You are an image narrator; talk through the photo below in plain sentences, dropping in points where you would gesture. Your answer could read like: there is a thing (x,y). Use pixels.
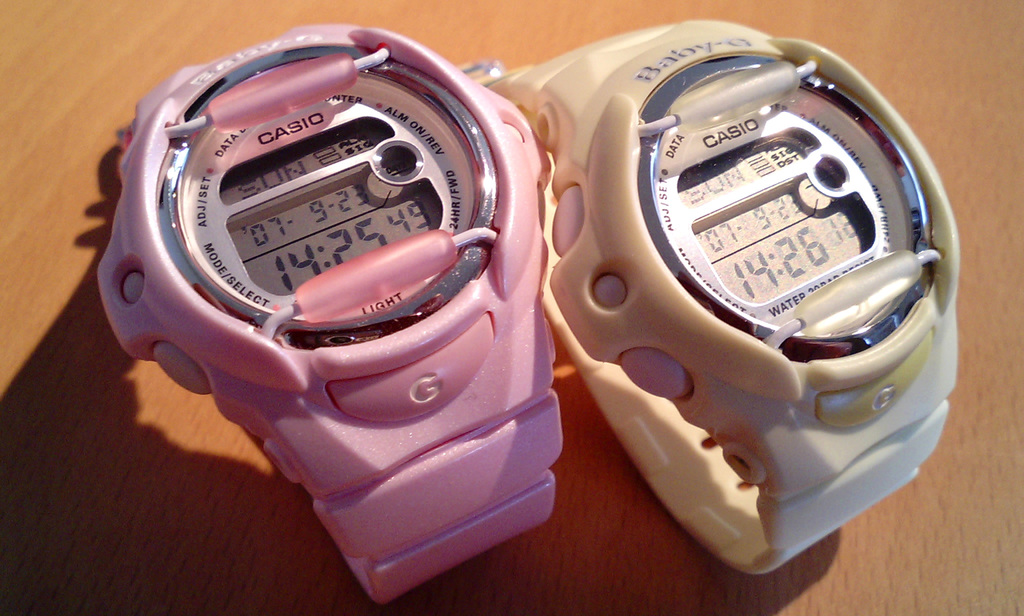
In this image I can see the brown colored surface (205,540) and on it I can see two wrist watches (407,441) which are cream and pink in color.
